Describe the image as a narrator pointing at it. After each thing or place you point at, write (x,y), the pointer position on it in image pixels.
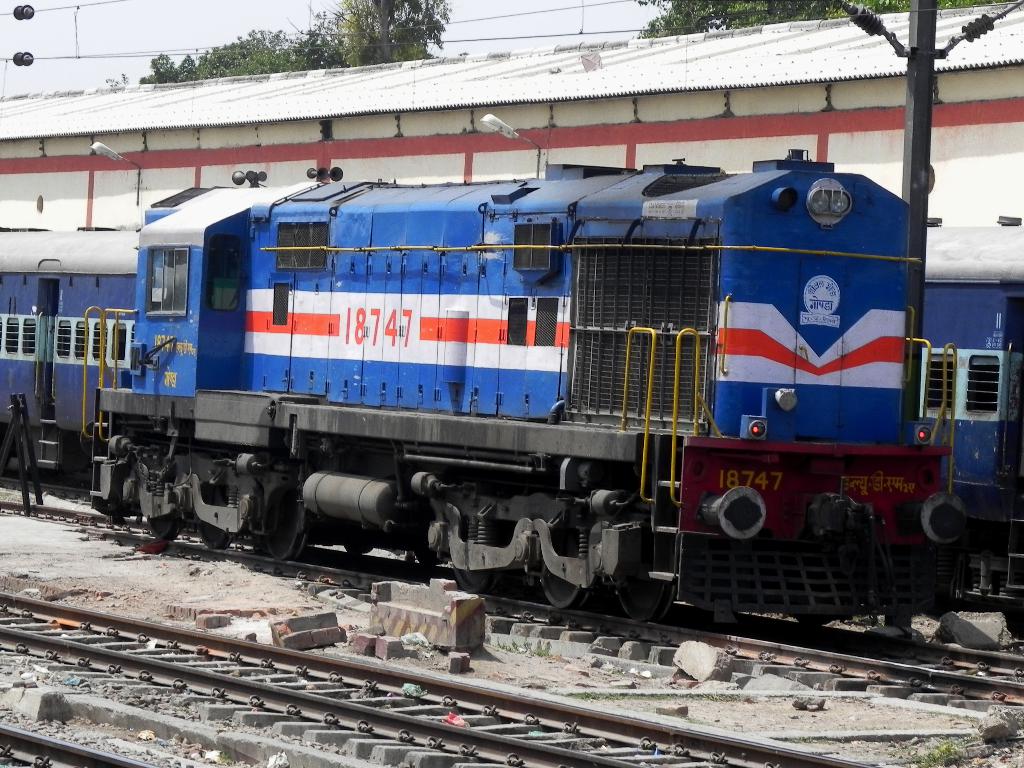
In this picture I can see trains (446,447) on the railway tracks (513,610), there is a shed (16,120), lights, poles (918,226), cables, trees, bricks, and in the background (108,15) there is sky (533,11).
